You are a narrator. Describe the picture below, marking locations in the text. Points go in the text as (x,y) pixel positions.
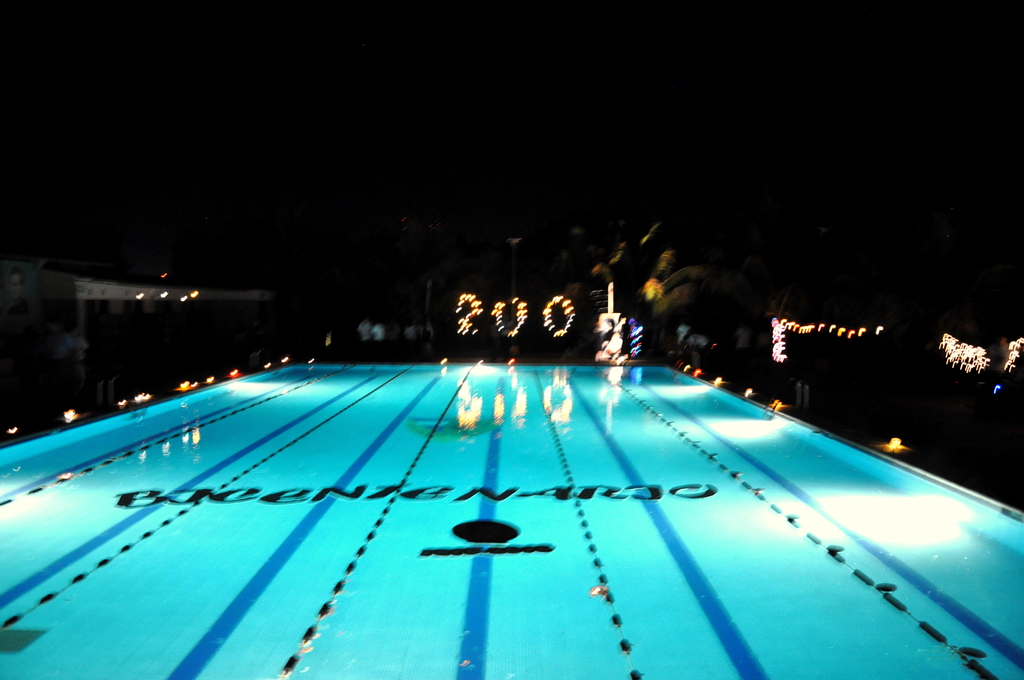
In the center of the image (367,414) there is a swimming pool (560,666).
